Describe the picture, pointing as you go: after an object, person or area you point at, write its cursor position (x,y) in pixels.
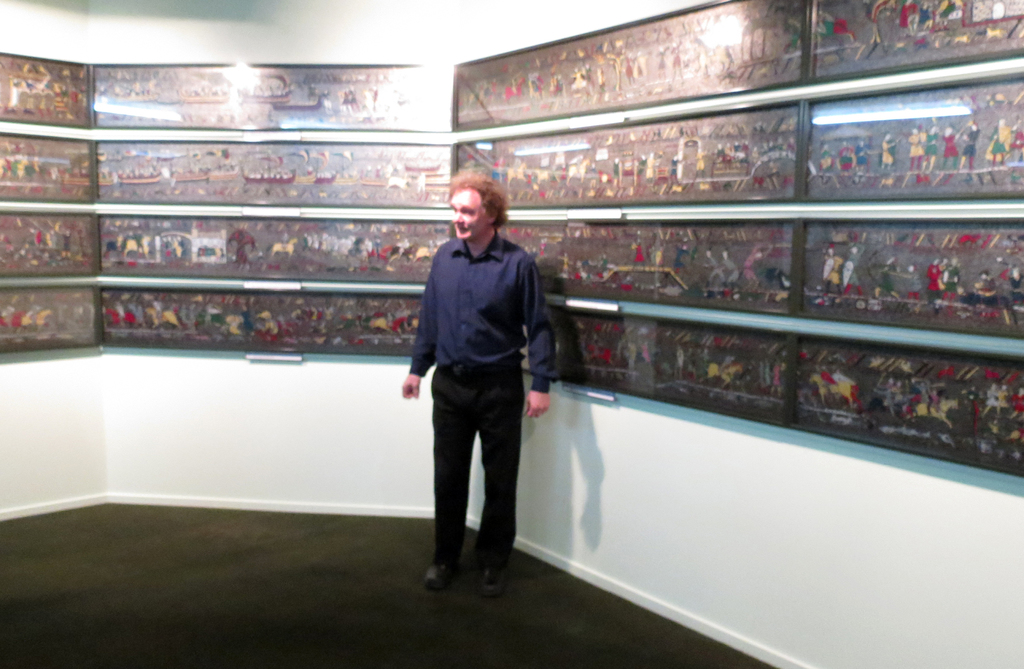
This man (440,317) wore blue shirt (478,351) and standing. Background (602,327) on wall (475,451) there are different type of animated pictures (319,177) with frame (688,17).
